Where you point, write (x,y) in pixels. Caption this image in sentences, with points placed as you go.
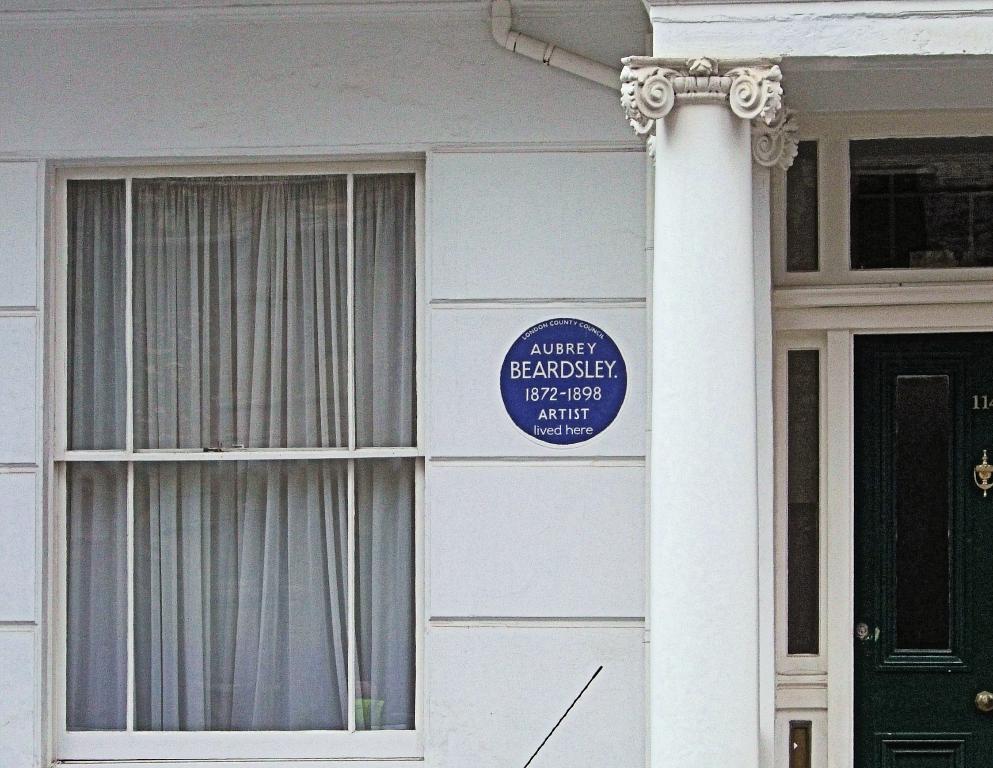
In this picture there is a building (450,502). On the left (264,291) we can see window (101,489) and window cloth (300,411). Beside that there is a nameplate (563,355). On the right (910,668) we can see door (990,349), beside that there is a pillar (629,85). At the top (505,25) there is a pipe (534,41).
